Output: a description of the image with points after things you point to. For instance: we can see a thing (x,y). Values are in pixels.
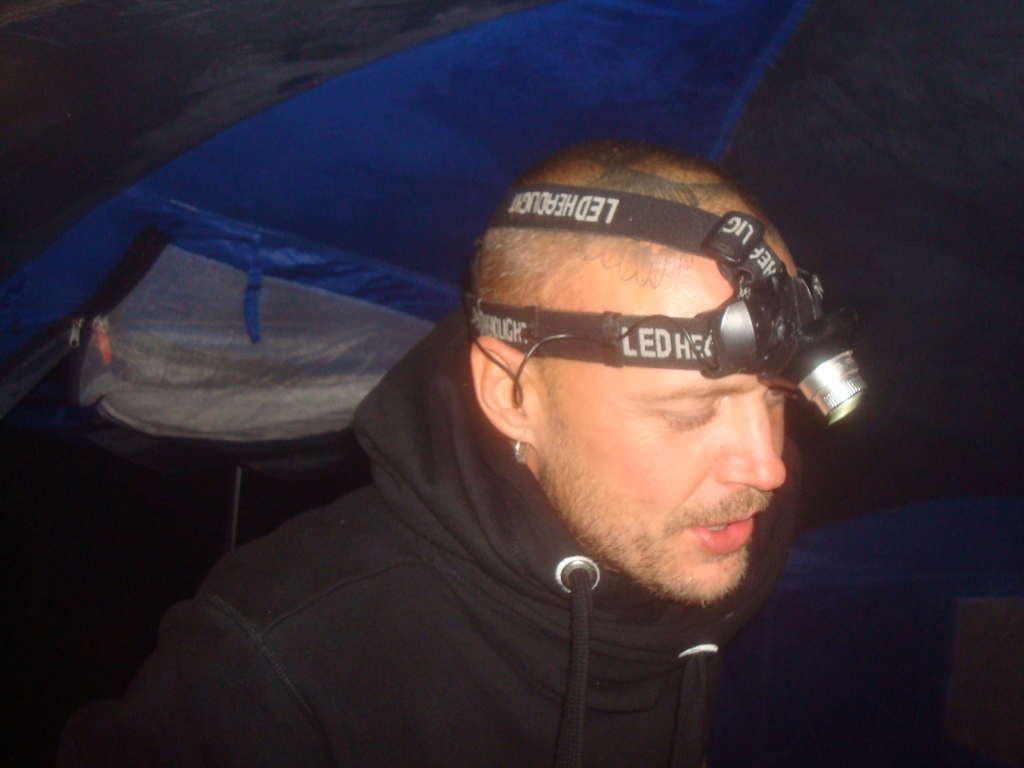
In this image there is a light (696,364) to the person's head (614,442) and a tent (356,289).
